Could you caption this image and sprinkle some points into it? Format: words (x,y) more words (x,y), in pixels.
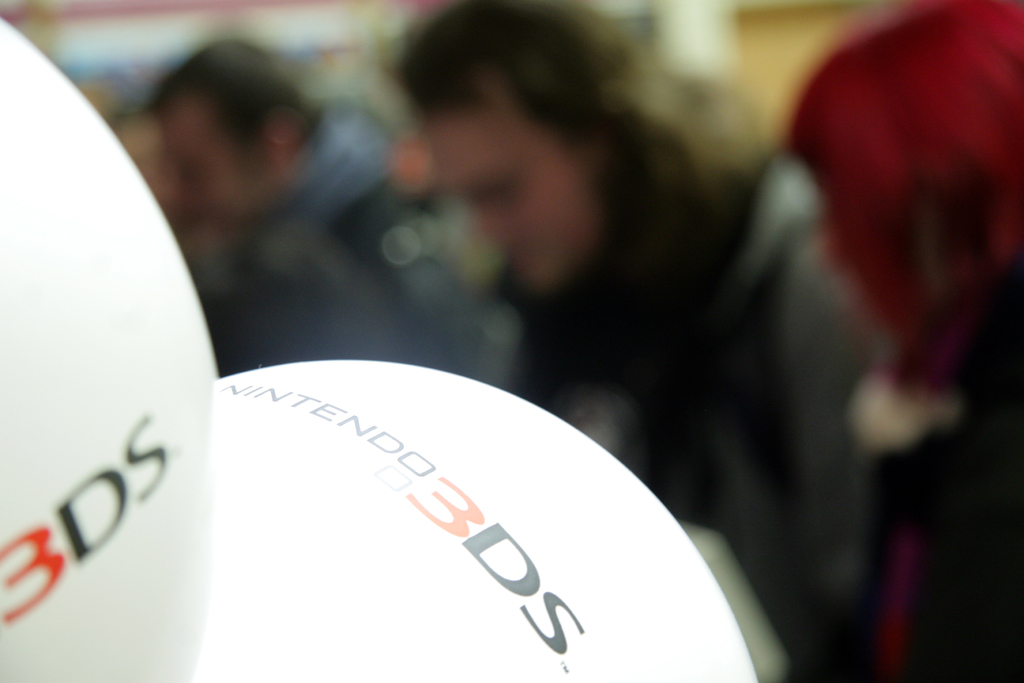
This picture shows few people (810,171) and we see couple of balloons (276,597).
